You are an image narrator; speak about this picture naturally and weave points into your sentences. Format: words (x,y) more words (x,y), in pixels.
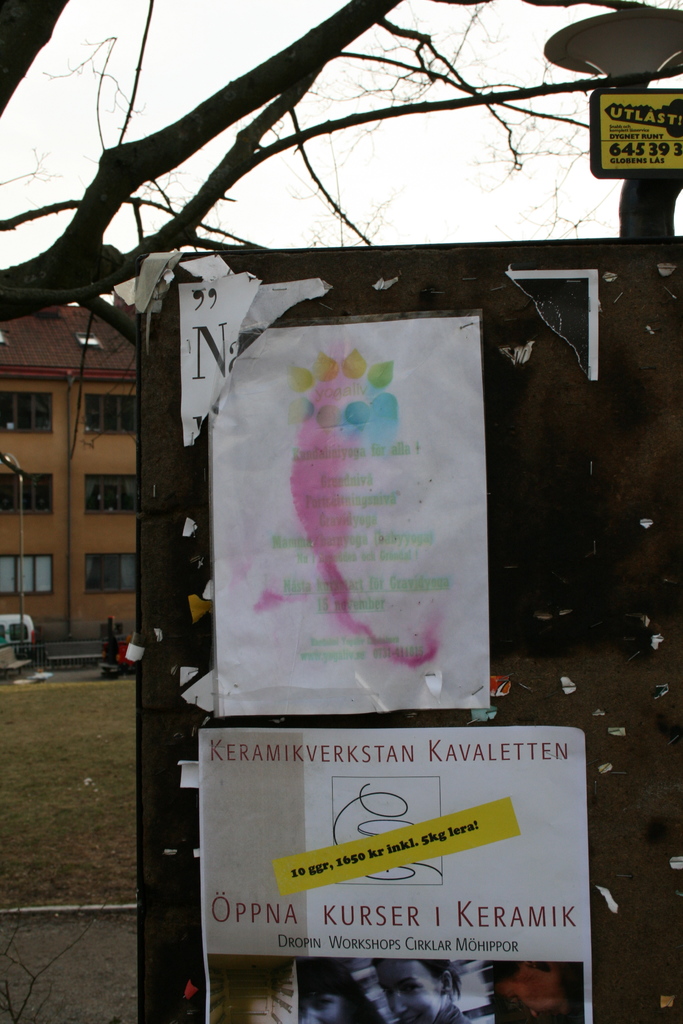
In this image, we can see posters (354,771) placed on the board (602,721) and in the background (207,115), there are trees (104,194), buildings (59,483), poles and we can see a vehicle (28,639).
